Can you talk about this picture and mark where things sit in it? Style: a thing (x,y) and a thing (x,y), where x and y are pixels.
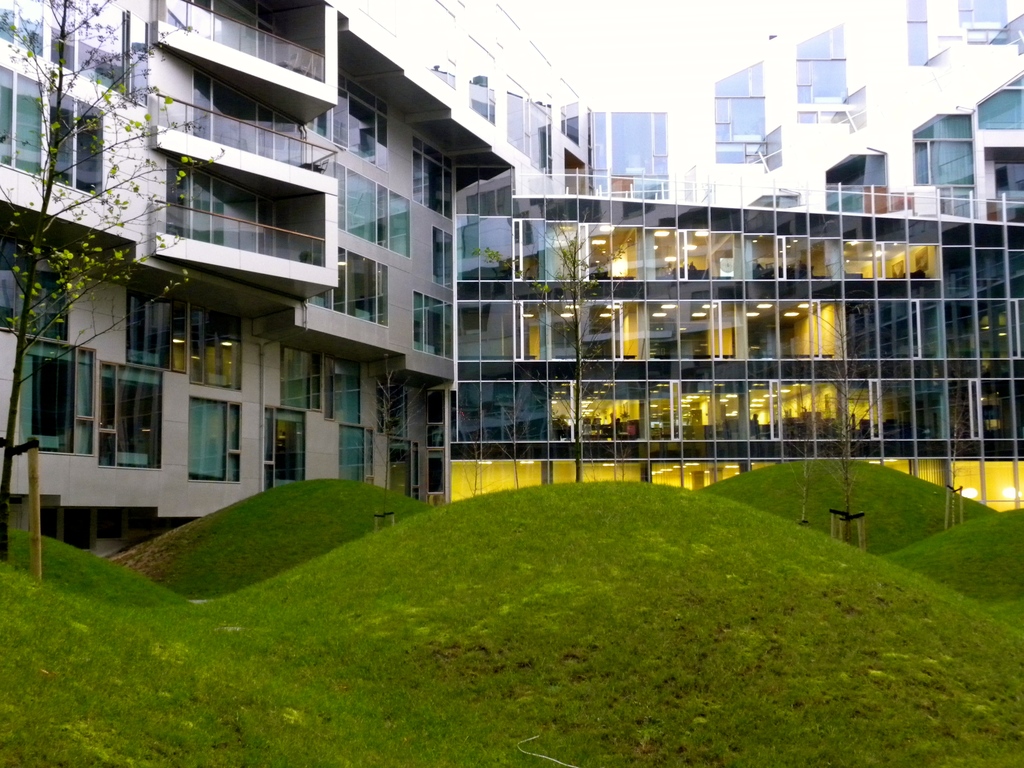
In this image there is a grassy land (522,656) at bottom of this image (728,686) and behind it there is a building (506,278) with window glasses (490,284) and there are some trees (56,319) at left side of this image (79,348) and middle of this image (479,473).
